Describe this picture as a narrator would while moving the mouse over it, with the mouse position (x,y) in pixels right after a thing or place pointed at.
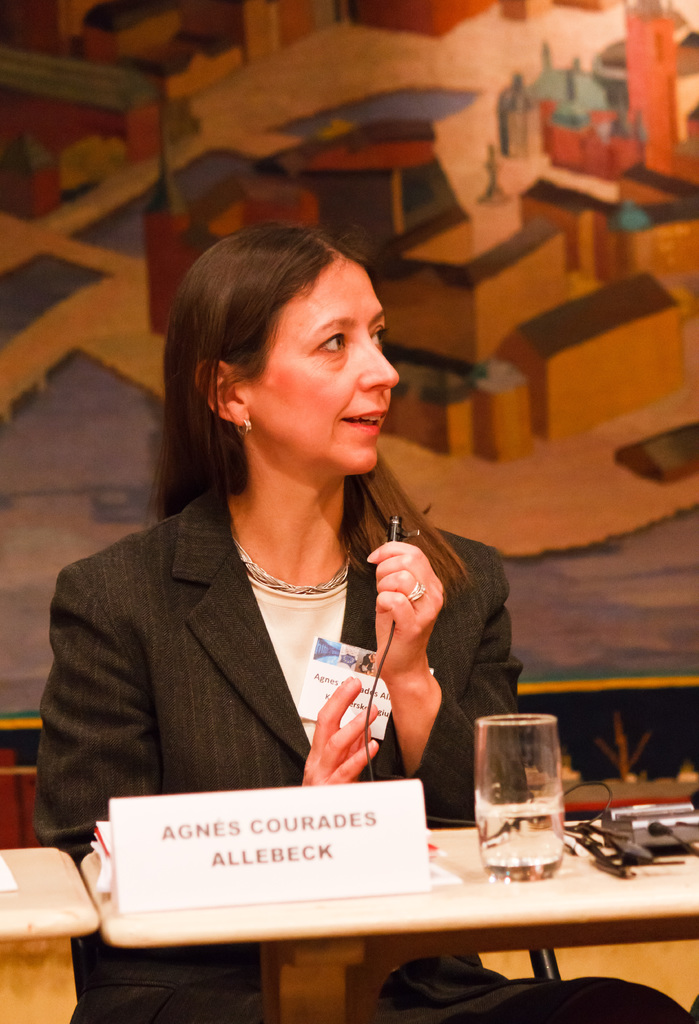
In this image I can see a woman (362,736) is sitting in front of the table (335,915) on which a glass (504,835), name board (392,845) and few objects (598,843) are placed. In the background (272,189) there is a wall (419,190).
